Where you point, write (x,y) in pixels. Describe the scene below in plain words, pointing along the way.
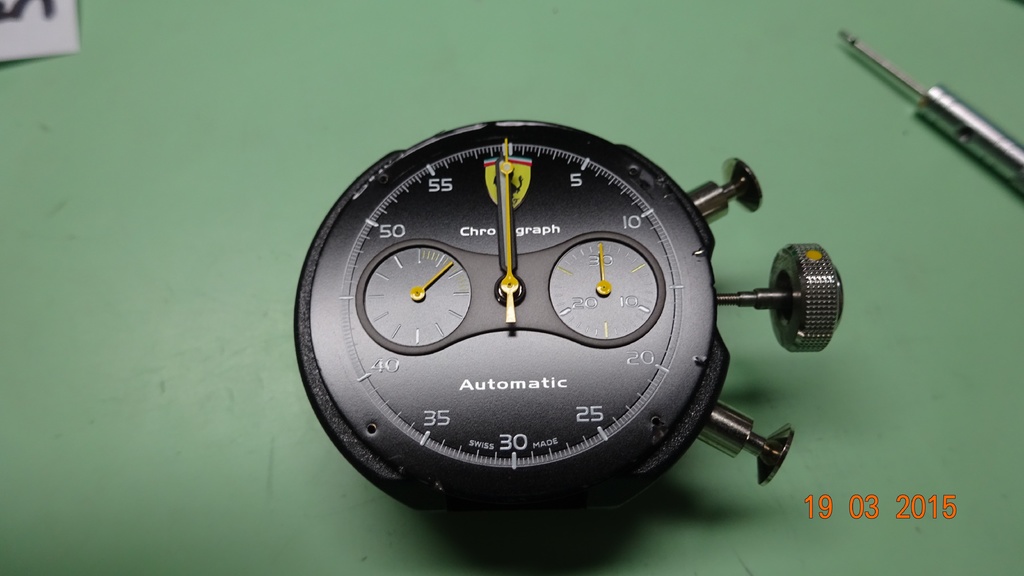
In this image we can see an analog watch (560,456) which is in black color and some text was written on the image.
